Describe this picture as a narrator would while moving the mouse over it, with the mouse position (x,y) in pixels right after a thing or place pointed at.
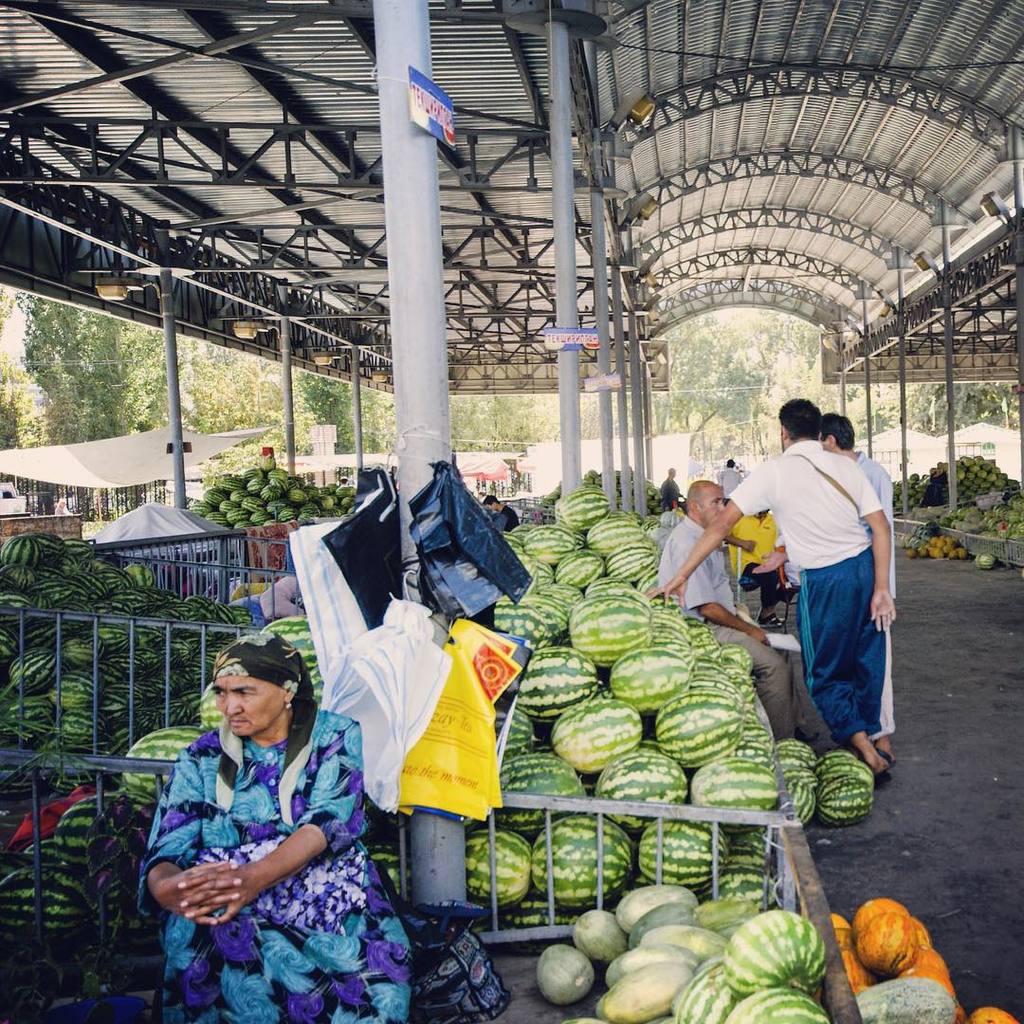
In this picture I can see a woman (299,852) at the bottom (251,888), behind her there are carry bags (415,632) attached to the pole (437,636), in the middle (651,634) there are watermelons (529,699). On the right side (691,528) I can see few persons (816,589), at the top (479,192) there is the shed (500,235), there are trees (71,329) in the background (71,329).
